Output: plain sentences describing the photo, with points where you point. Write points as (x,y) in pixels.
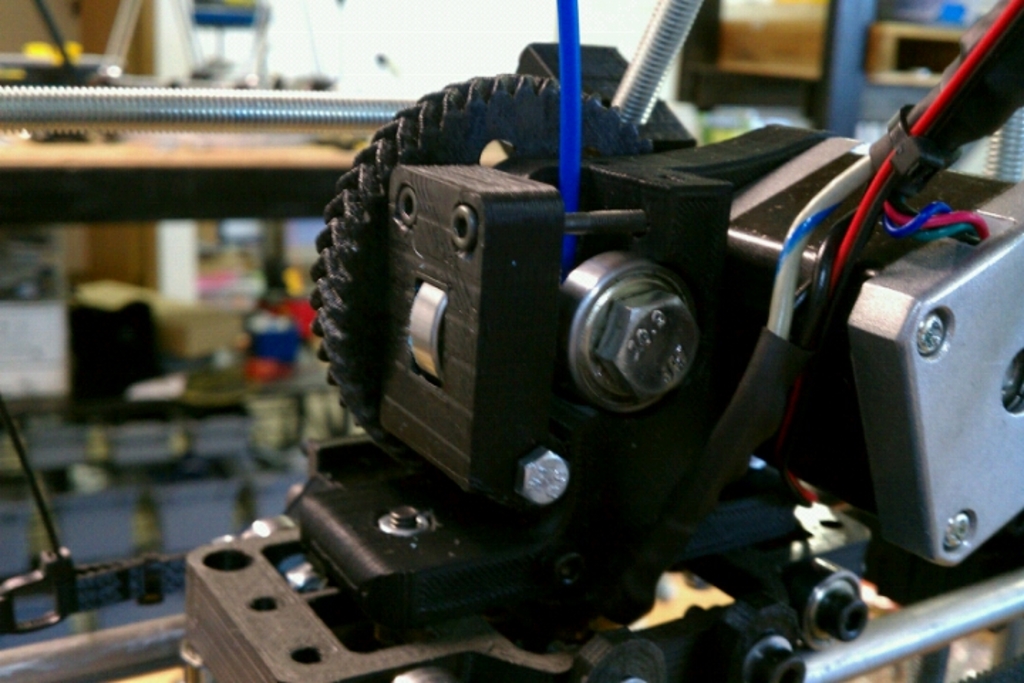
In the foreground of this image (620,397), there is an electronic equipment (566,318). In the background (284,135), there are few objects (61,55) on the table (308,155) and remaining objects (791,81) are not clear.
